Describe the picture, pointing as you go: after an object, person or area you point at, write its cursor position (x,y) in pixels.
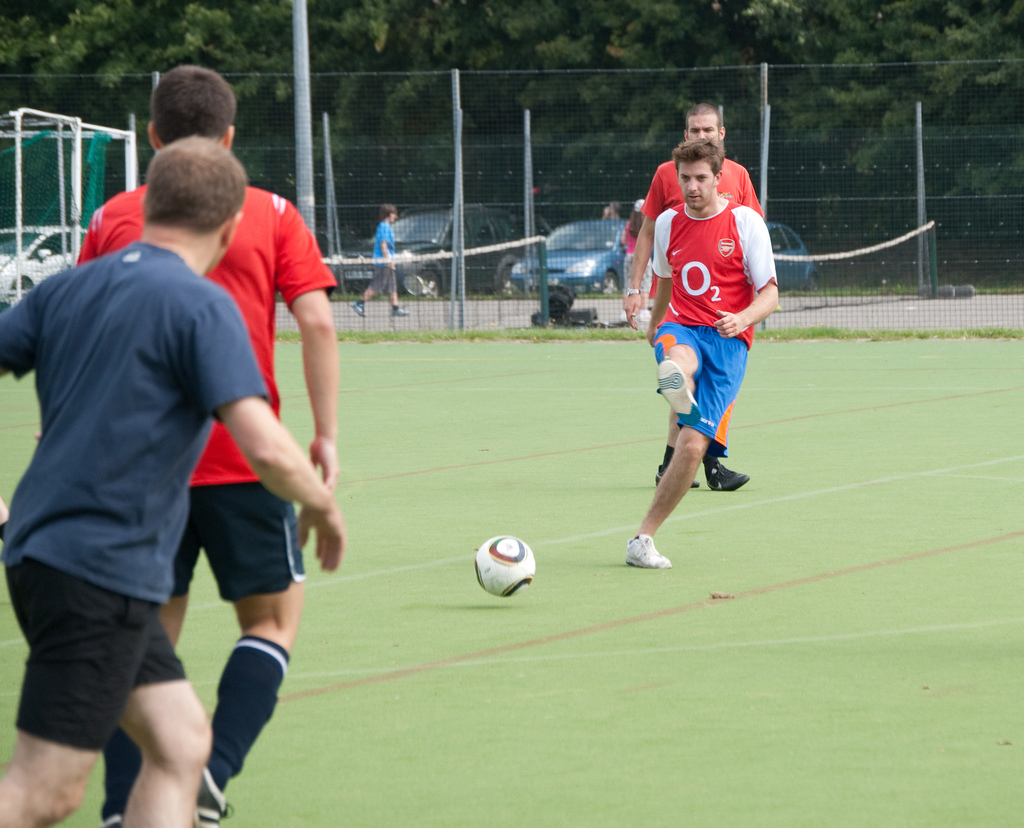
In the center of the image (681,321) we can see a ball (496,579) and four persons (740,301) in different costumes (757,246). In the background (435,7), we can see trees (180,25), vehicles (408,227), few people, fences (820,241), grass (530,521) and some objects (533,238).
